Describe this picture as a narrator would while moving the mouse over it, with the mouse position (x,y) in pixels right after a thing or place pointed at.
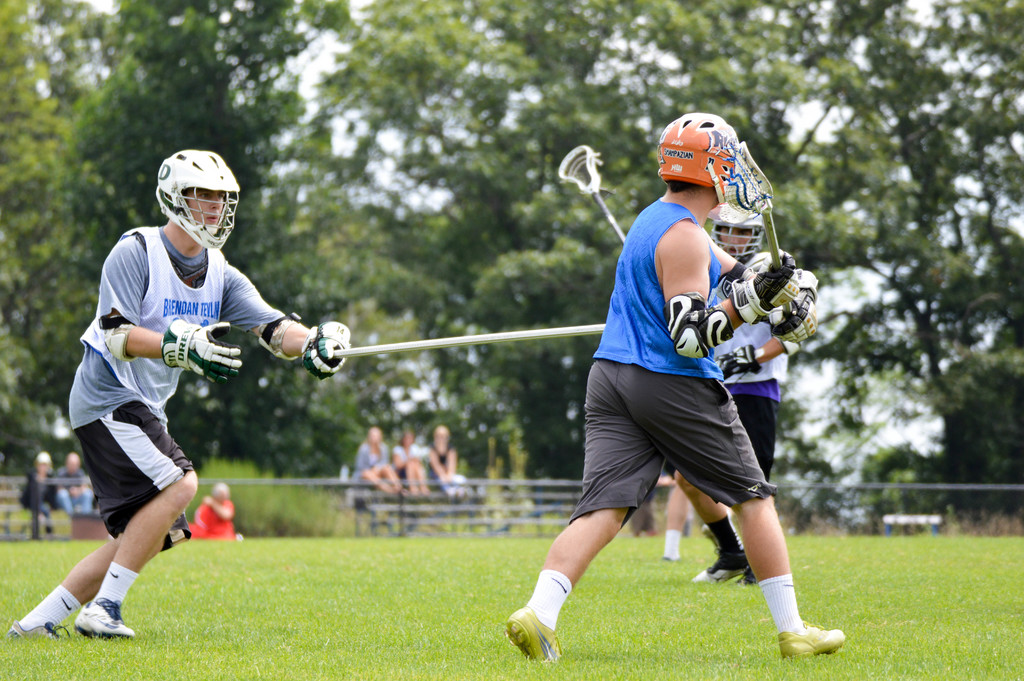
On the left side (108,368), there is a person (141,412) in a gray color t-shirt (108,368), wearing a helmet (171,164) and holding a stick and running on the grass (44,658) on the ground (44,643). On the right side (705,345), there is a person (679,290) in a blue color t-shirt (625,248), holding a stick (752,198) with a hand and running on the grass (777,654) on the ground (687,668). In the background (747,386), there is another person (759,328), holding a stick (578,159), there are persons (373,431) sitting, there are trees (822,215), plants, grass (322,677) and sky (789,119).
